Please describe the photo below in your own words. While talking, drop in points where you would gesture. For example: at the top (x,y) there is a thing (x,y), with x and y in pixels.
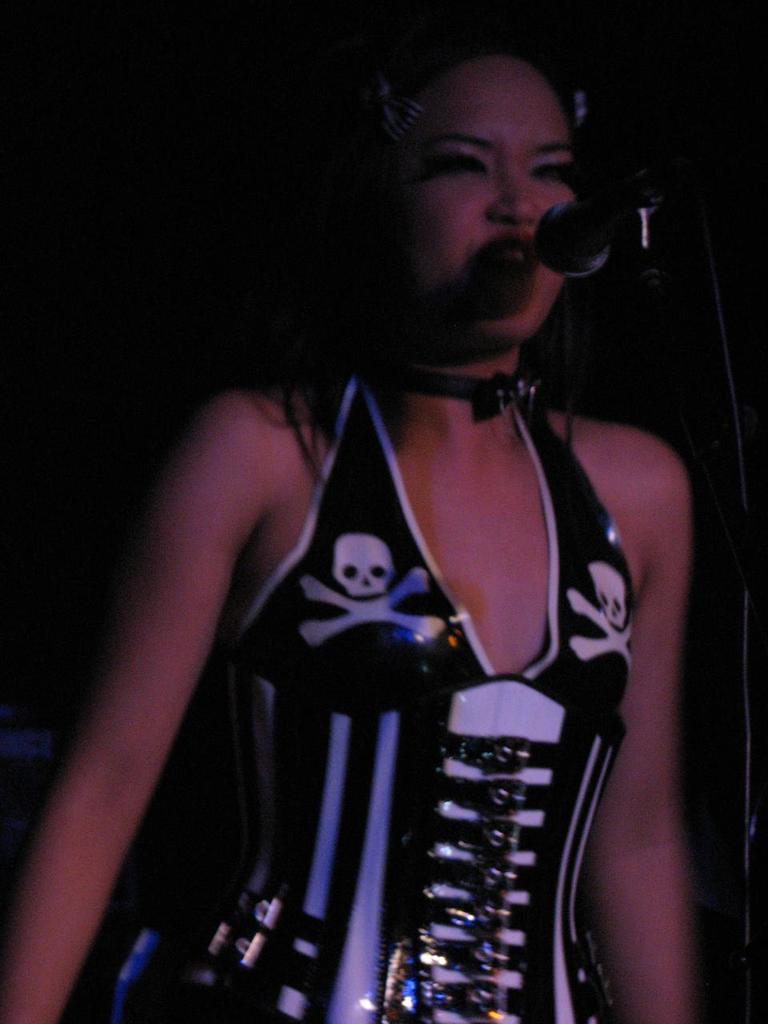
In this picture we can see a woman (365,733), in front of her we can see a mic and in the background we can see it is dark.
